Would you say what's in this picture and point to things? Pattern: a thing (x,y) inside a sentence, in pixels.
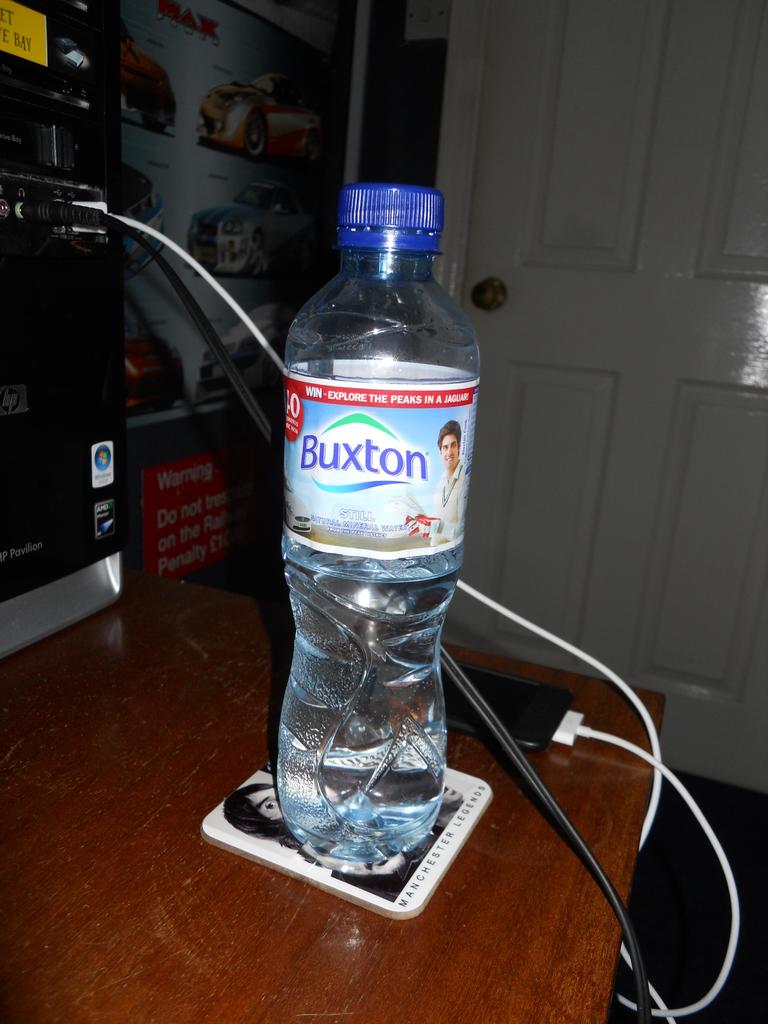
on the table (151,907) there is a water bottles (404,698), cable (505,730), phone (527,708). behind that there is a white door (537,354). at the left (218,244) there is a car poster (241,145).
